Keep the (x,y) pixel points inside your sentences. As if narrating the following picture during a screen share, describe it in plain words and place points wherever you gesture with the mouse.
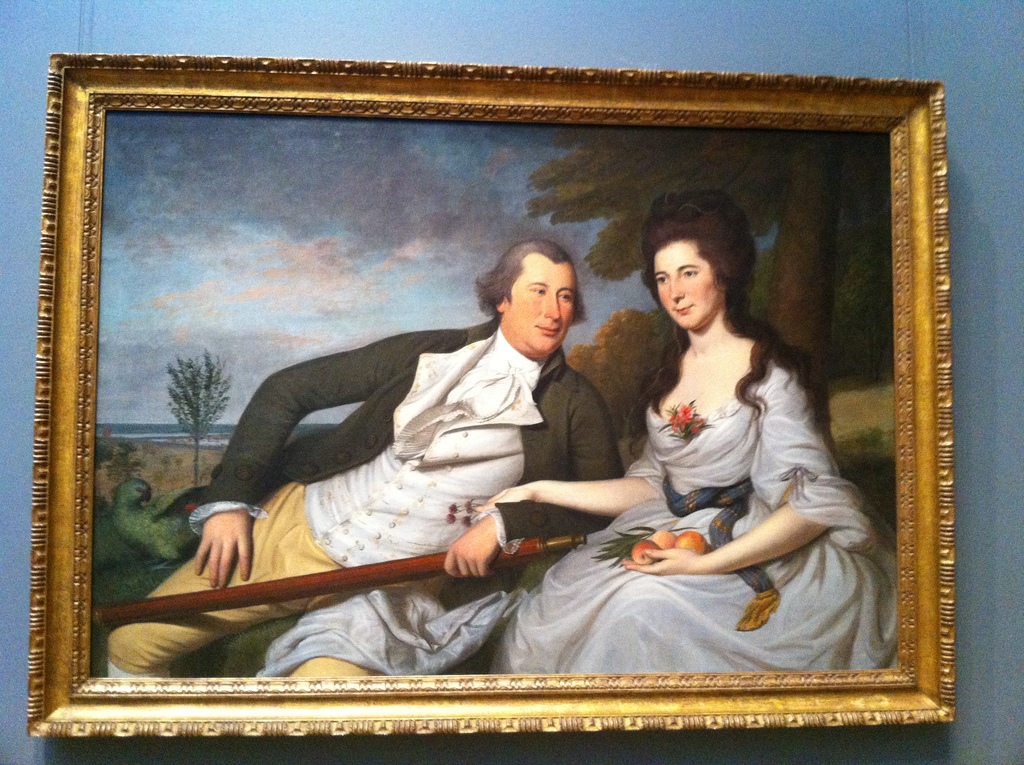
In this image we can see a photo frame (570,232) on the wall (729,55), in the frame (604,355) there is a man (506,524) holding a stick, a lady (641,508) holding some fruits (637,560), there is a bird (173,515), plants (118,545), trees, and the sky (263,243).
